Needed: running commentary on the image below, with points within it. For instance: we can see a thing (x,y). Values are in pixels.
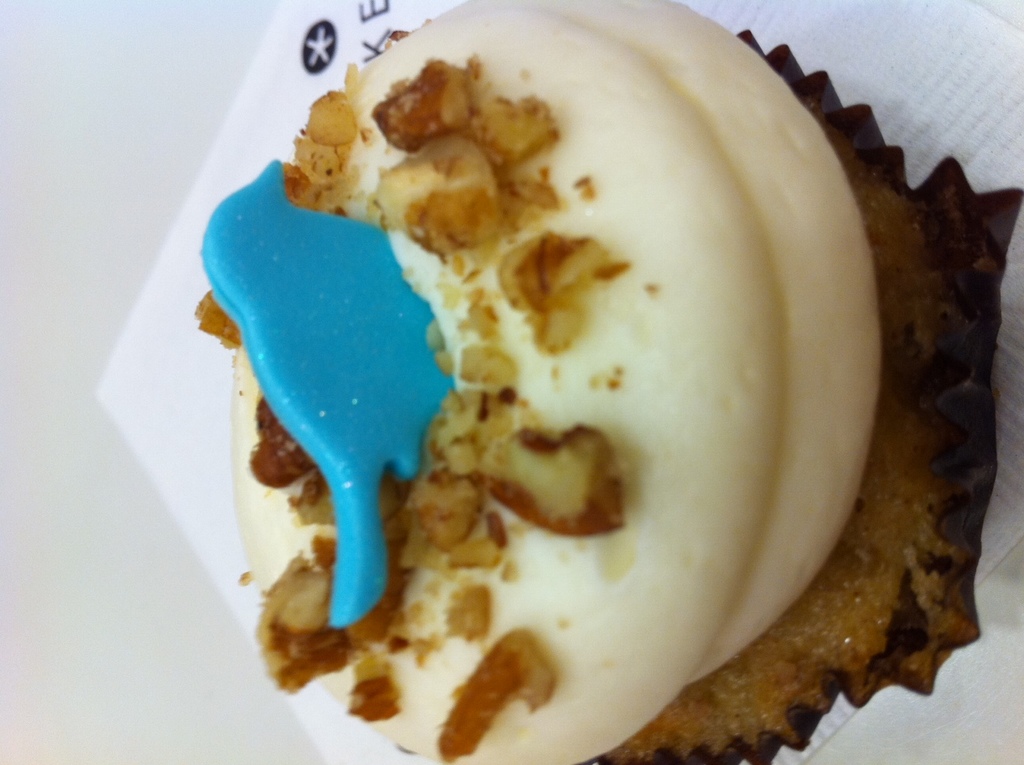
This is a zoomed in picture. In the center (630,414) we can see the food item (690,182) which is placed on the top of the paper (839,23) and we can see the text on the paper (207,519). In the background (47,690) there is a white color object (40,497).
